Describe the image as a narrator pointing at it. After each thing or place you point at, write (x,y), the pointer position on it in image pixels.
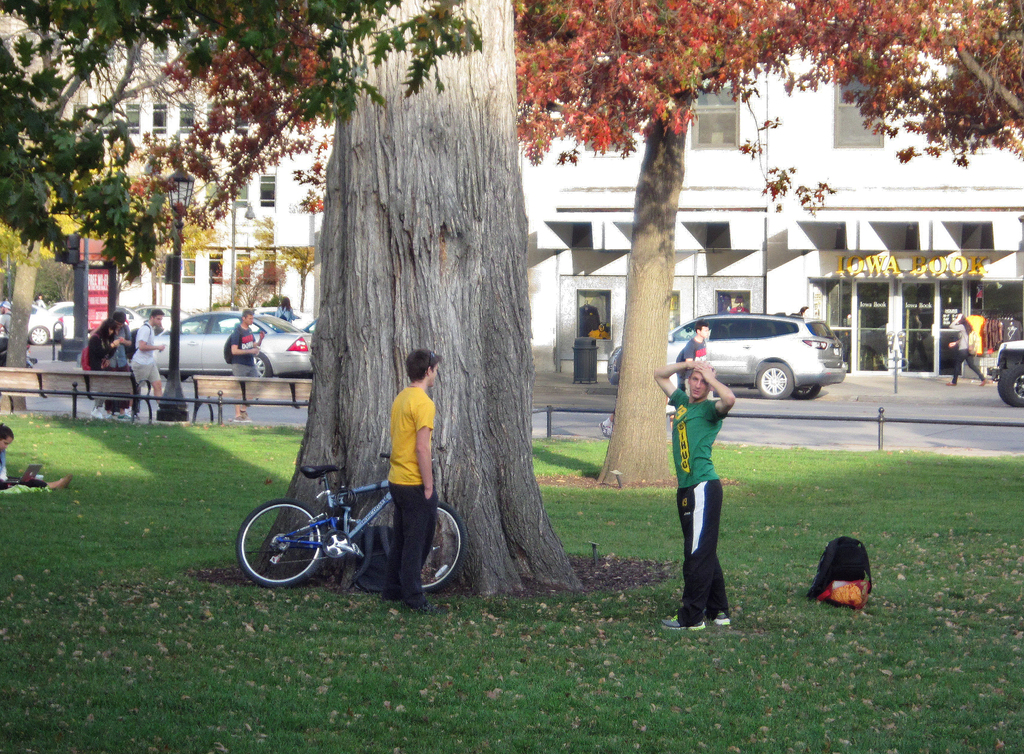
In this image I can see few people (427,551) are on the ground (492,636). I can see the bicycle (376,487), bag (363,561) and many trees (375,453) on the ground (426,645). To the side I can see the benches (238,392). To the side of the benches (226,388) I can see the road (287,412). On the road (206,406) I can see many vehicles (301,360) and the group of people (141,337) with different color dresses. In the background (702,187) I can see the buildings (622,189) with windows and the boards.
